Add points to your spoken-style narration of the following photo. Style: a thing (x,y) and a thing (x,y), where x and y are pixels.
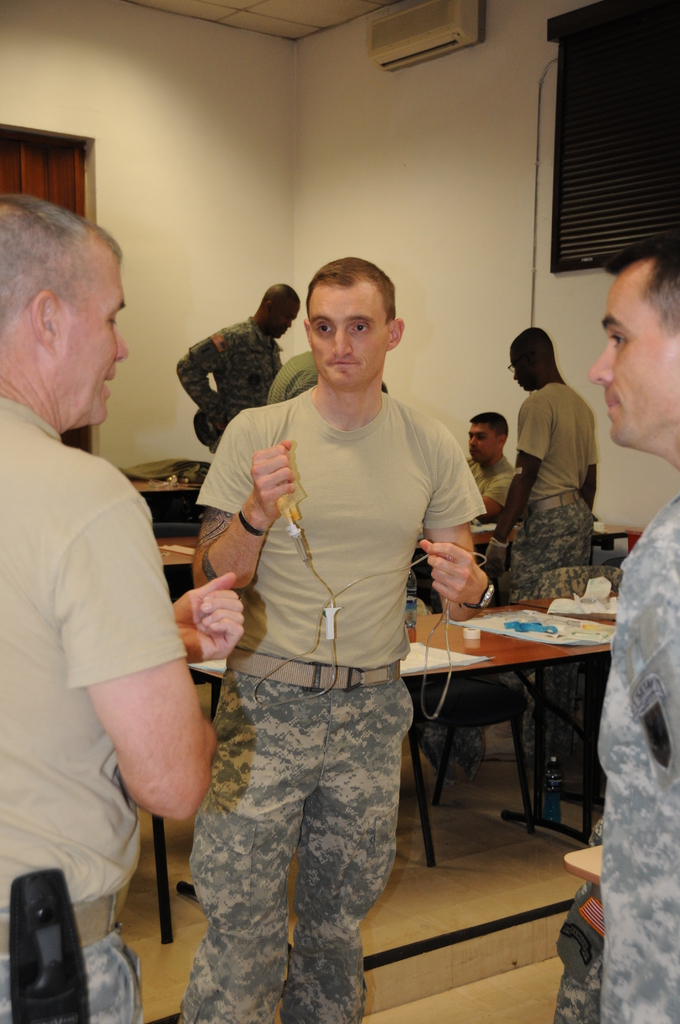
As we can see in the image there is a white color wall (211,142) and few people (49,274) sitting and standing over here and there are benches (507,660) and a window (589,211).
